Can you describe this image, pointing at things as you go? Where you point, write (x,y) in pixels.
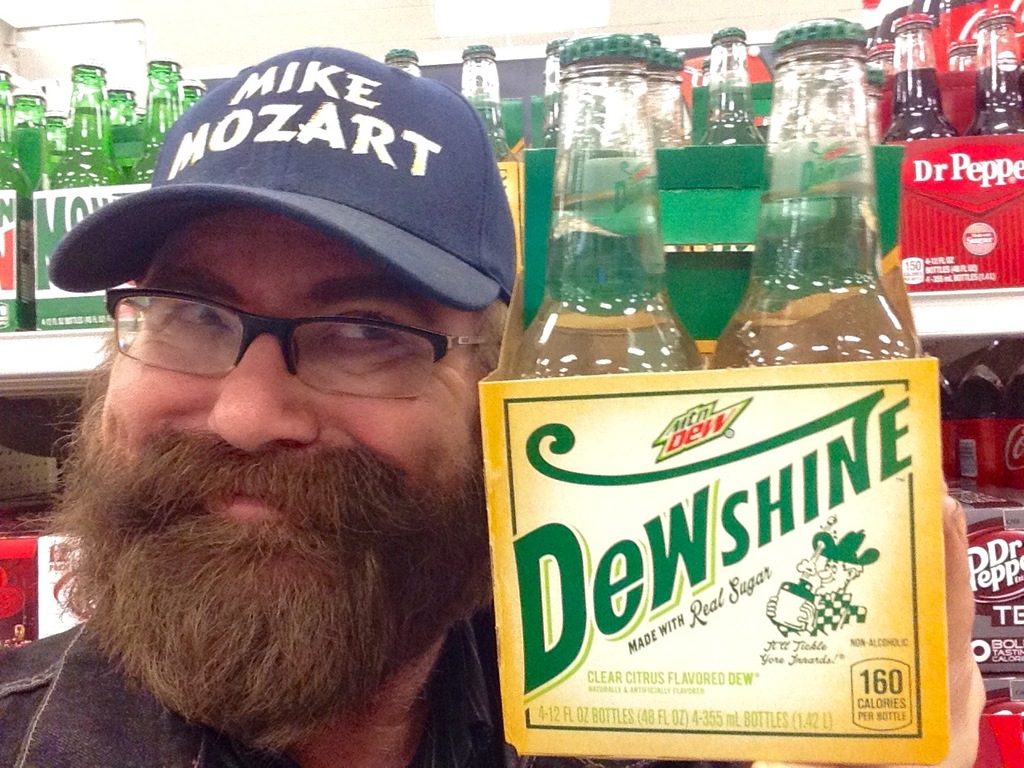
In this image i can see a man (294,463) holding a bottle (589,340) at the background (515,145) i can see few bottles (73,111) on a rack (20,381).
